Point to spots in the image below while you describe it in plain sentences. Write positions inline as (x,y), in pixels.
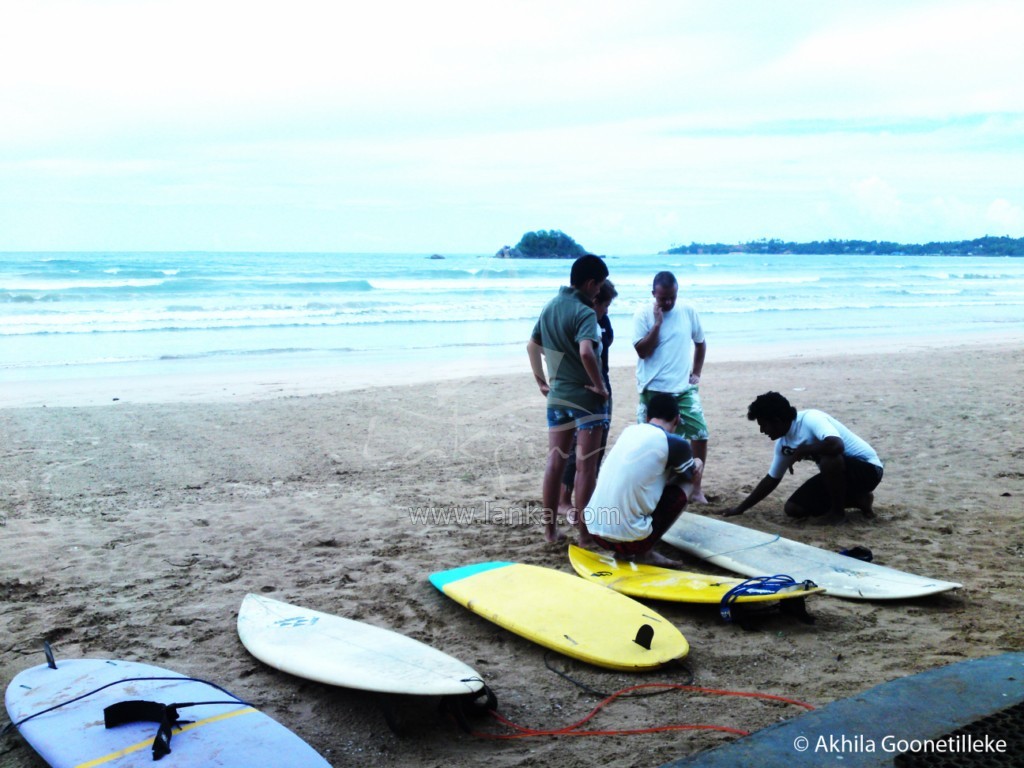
In the image we can see there are people (532,362) who are standing and sitting on the ground (823,602) and there are surfboards (435,684) on the ground (906,545) and behind there is ocean (308,284).
